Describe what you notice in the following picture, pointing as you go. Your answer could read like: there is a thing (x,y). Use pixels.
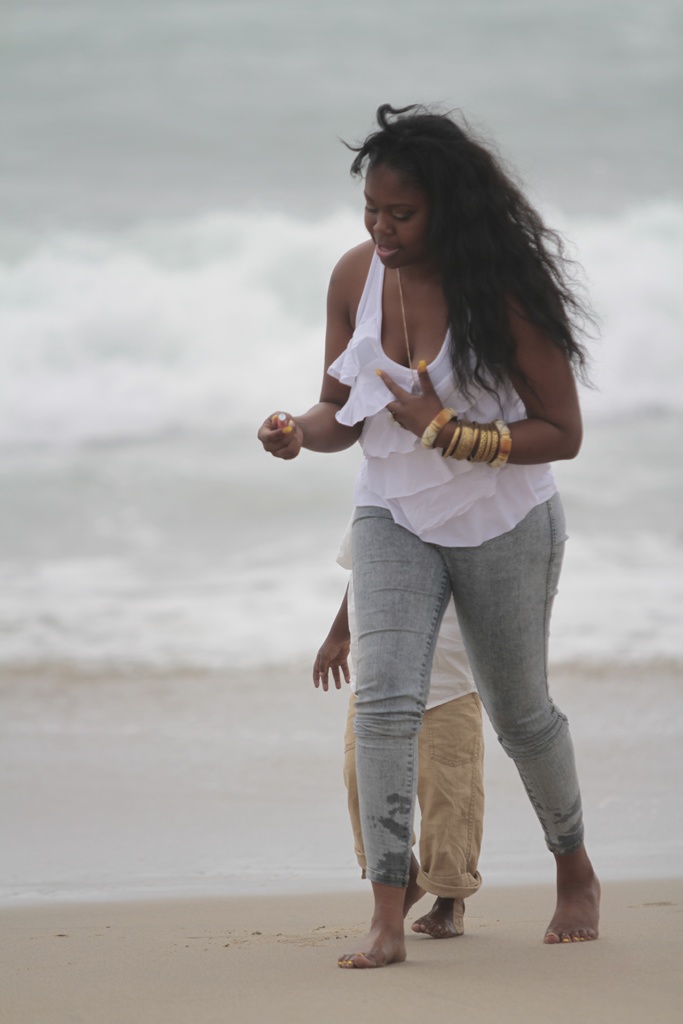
In this image there is a woman (460,517) walking on the land (658,964). Behind her there is a kid (424,853) walking. Background (665,402) there is water (197,431) having tides (183,434).
